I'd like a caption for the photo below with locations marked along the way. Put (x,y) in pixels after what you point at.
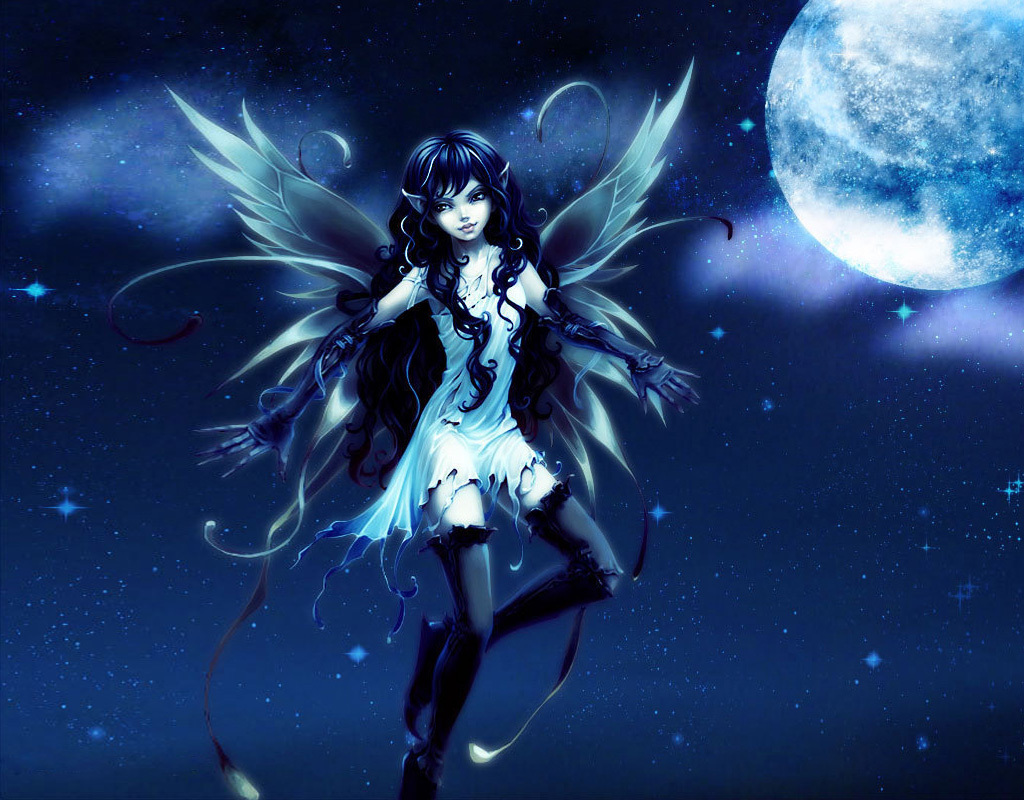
Here this is a animated image, in which we can see depiction picture of a woman (431,369) with wings (361,226) flying in air and we can also see moon (811,215) and star (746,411) in the sky (743,415).
